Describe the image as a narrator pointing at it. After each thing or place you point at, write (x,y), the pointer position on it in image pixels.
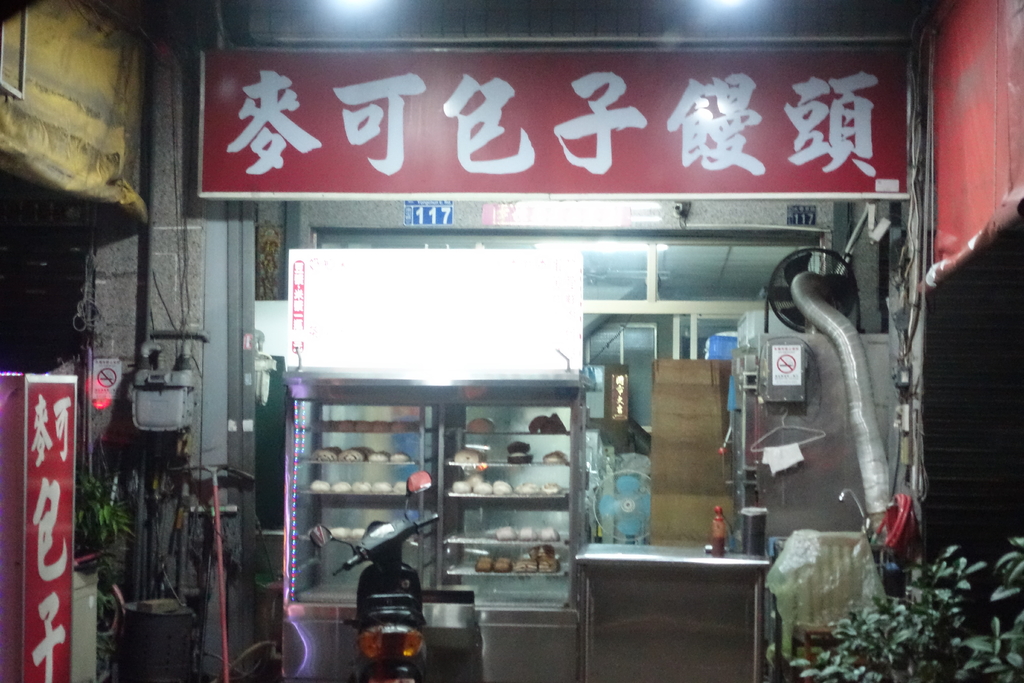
In the foreground of this image (989,646), in the right bottom corner (972,642) there is greenery (991,630). In the middle (578,443), there is a scooter (408,598), few objects (556,486) in the metal shelf (462,467), a bottle (719,526), a table fans (637,518), a box (789,392), hanger (808,433), pipe (844,327) and a name board (485,113) at the top (418,143). On the left (39,515), there is a board (53,466), stick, plants (98,512) and a box (162,422) on the wall (130,372). At the top (55,112), there is an object (43,125).
